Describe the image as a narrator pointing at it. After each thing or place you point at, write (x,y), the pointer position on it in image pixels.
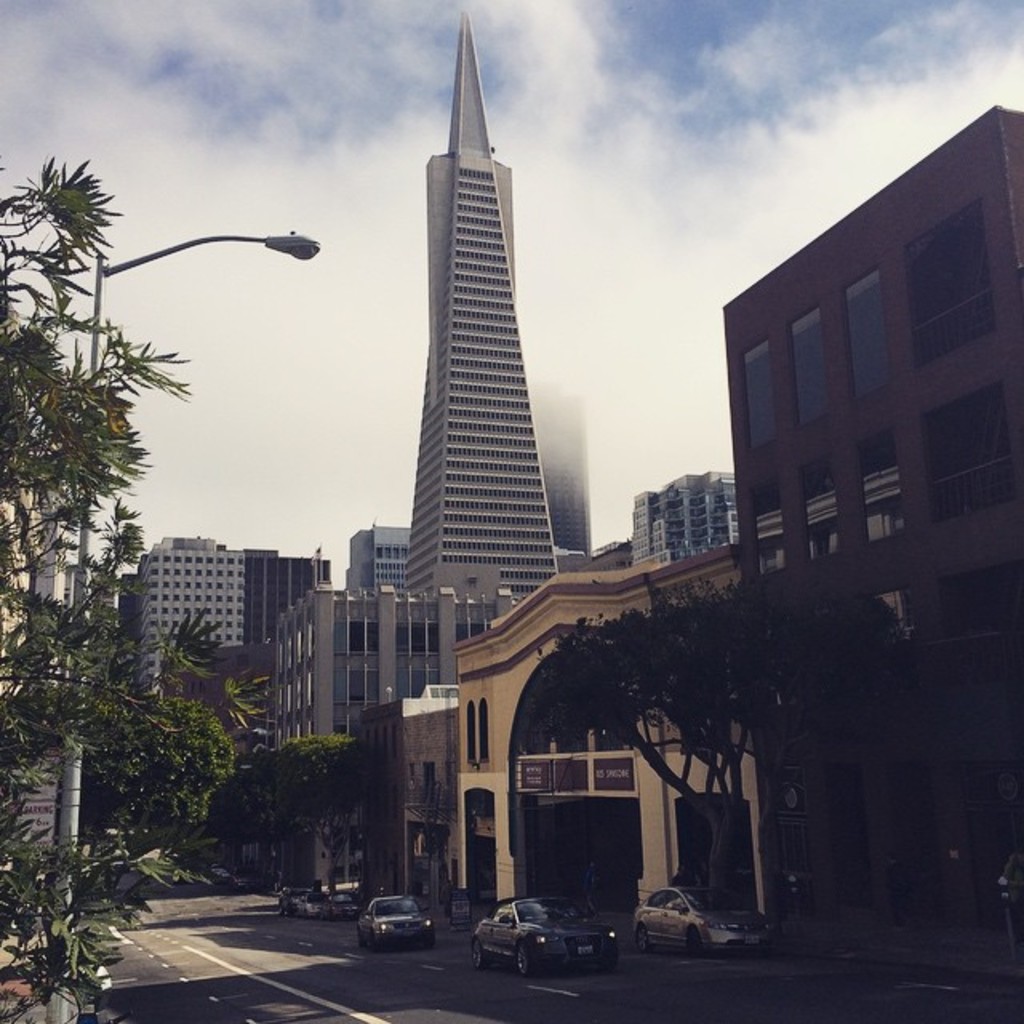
As we can see in the image there are buildings (377,575), street lamp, trees (5,536) and cars (386,929). On the top (289,85) there is sky (268,77).
